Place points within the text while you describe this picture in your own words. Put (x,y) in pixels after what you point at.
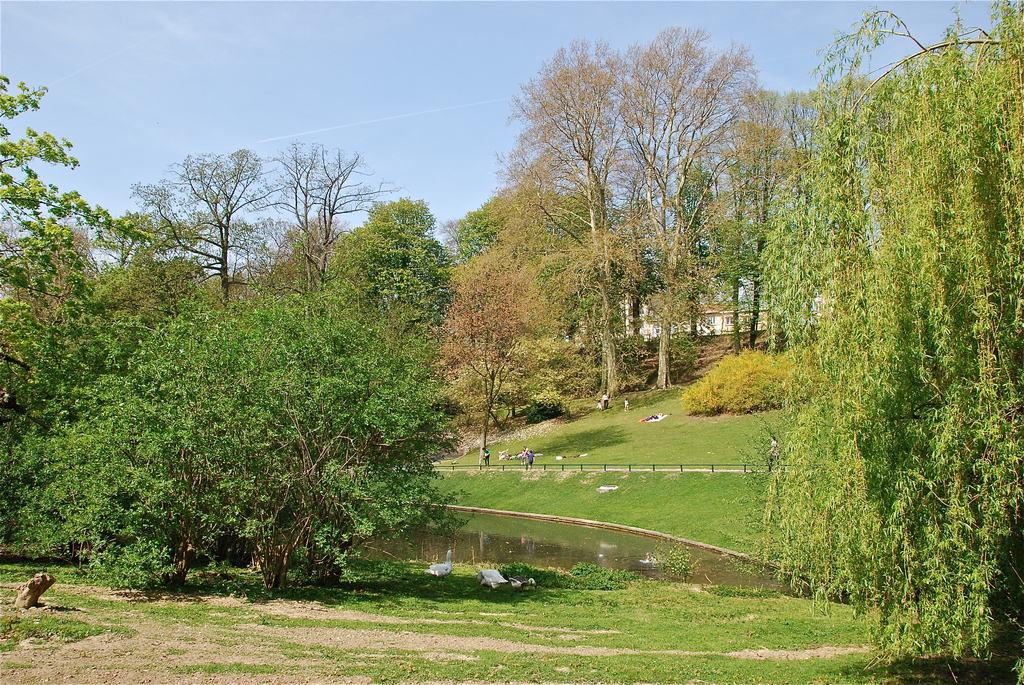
In this picture there is water (505,516) at the bottom side of the image (628,548) and there is greenery (256,427) around the area of the image and there is grass (747,457) at the bottom side of the image (675,474) and there are people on the grass (523,479).
